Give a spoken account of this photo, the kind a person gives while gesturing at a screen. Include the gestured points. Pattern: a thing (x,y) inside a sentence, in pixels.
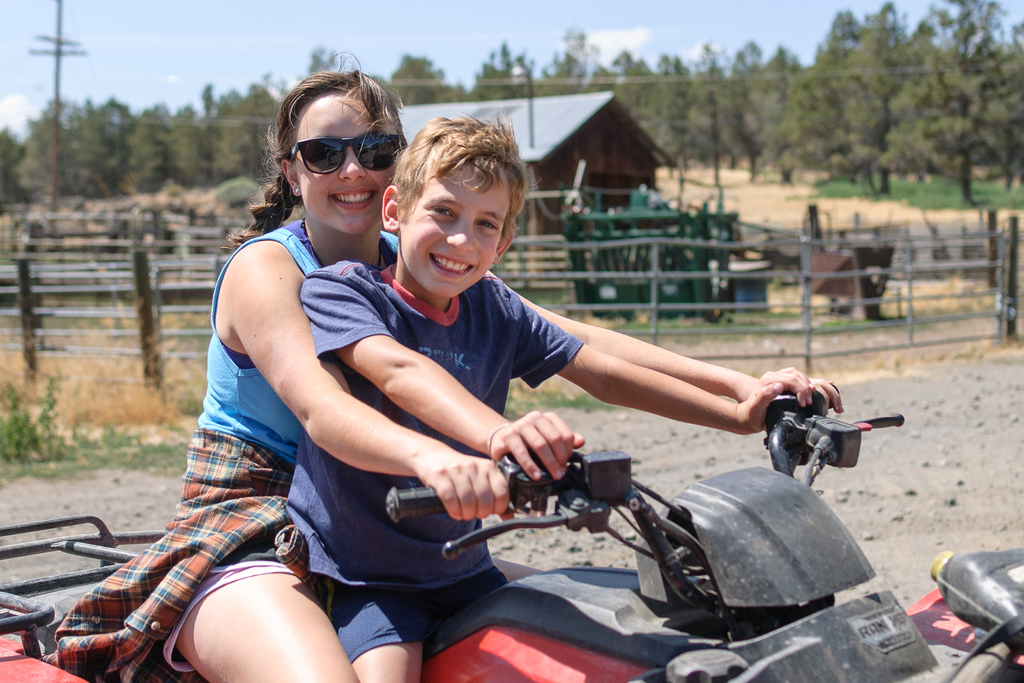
In this picture we can see there are two people (214,435) sitting on a vehicle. Behind the people (304,351) there is a fence (556,286), house (570,166), an electric pole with cables (208,119). Behind the house (550,123) there are trees (250,109) and the sky (294,56).
